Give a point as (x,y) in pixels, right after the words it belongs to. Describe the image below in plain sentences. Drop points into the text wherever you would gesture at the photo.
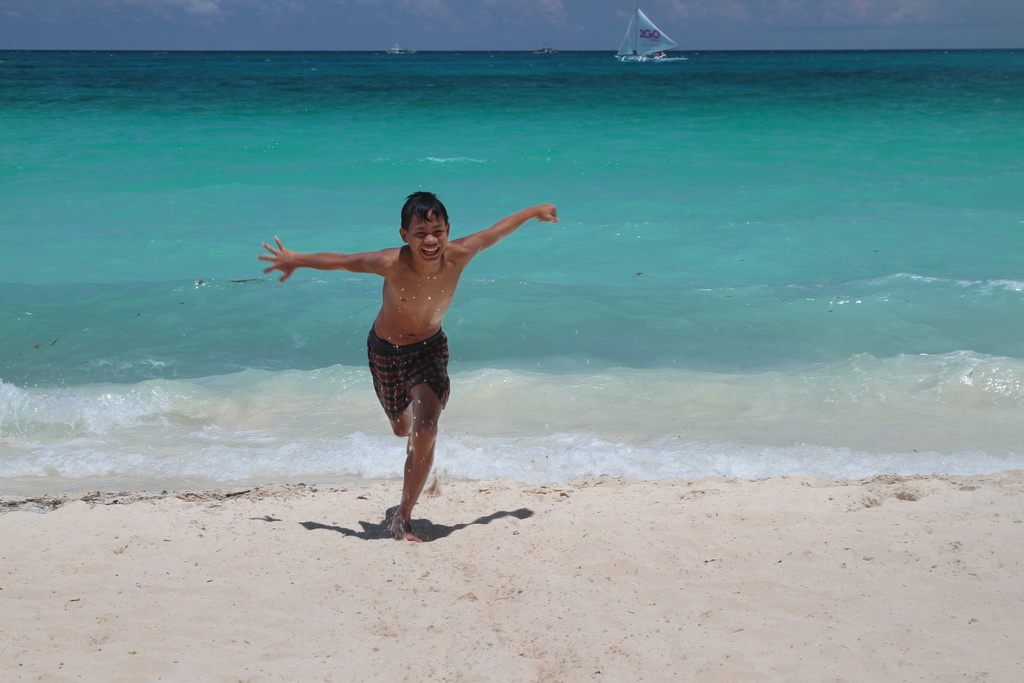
In this picture I can see the sand (390,519) in front (395,292), on which there is a boy (442,294) and I see that he is wearing shorts (398,350). In the background (354,323) I can see the water (672,116), on which there are 3 boats (663,44) and I can see the sky (396,19).
